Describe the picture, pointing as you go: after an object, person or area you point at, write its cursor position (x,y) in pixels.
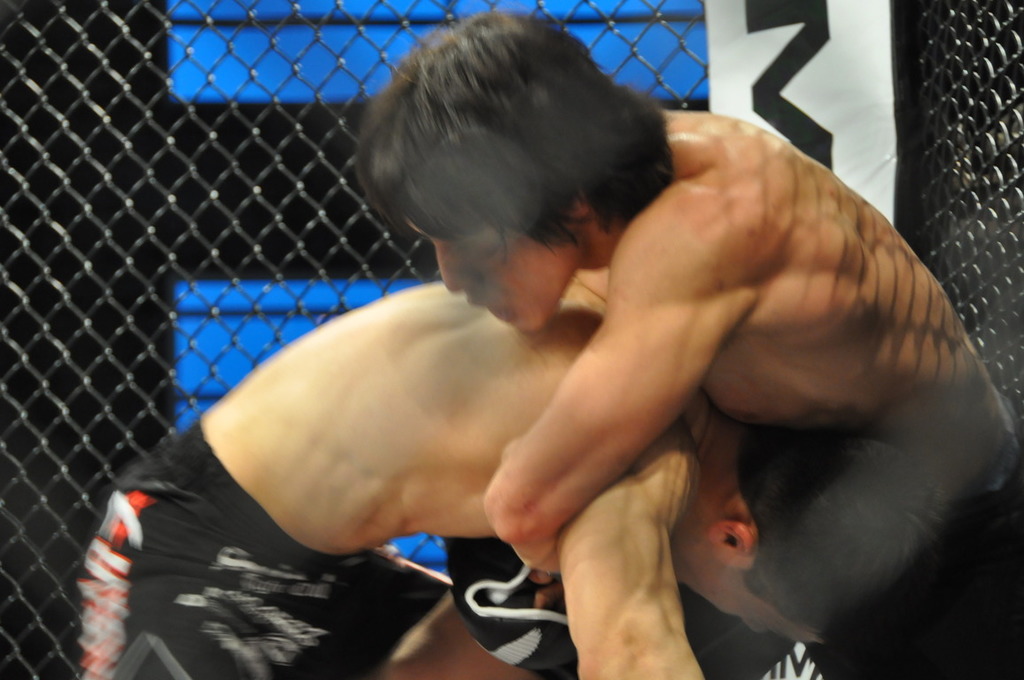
In this picture we can see two men (455,340) holding each other and beside them we can see a poster (807,110), mesh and in the background (211,120) we can see the wall (122,128).
